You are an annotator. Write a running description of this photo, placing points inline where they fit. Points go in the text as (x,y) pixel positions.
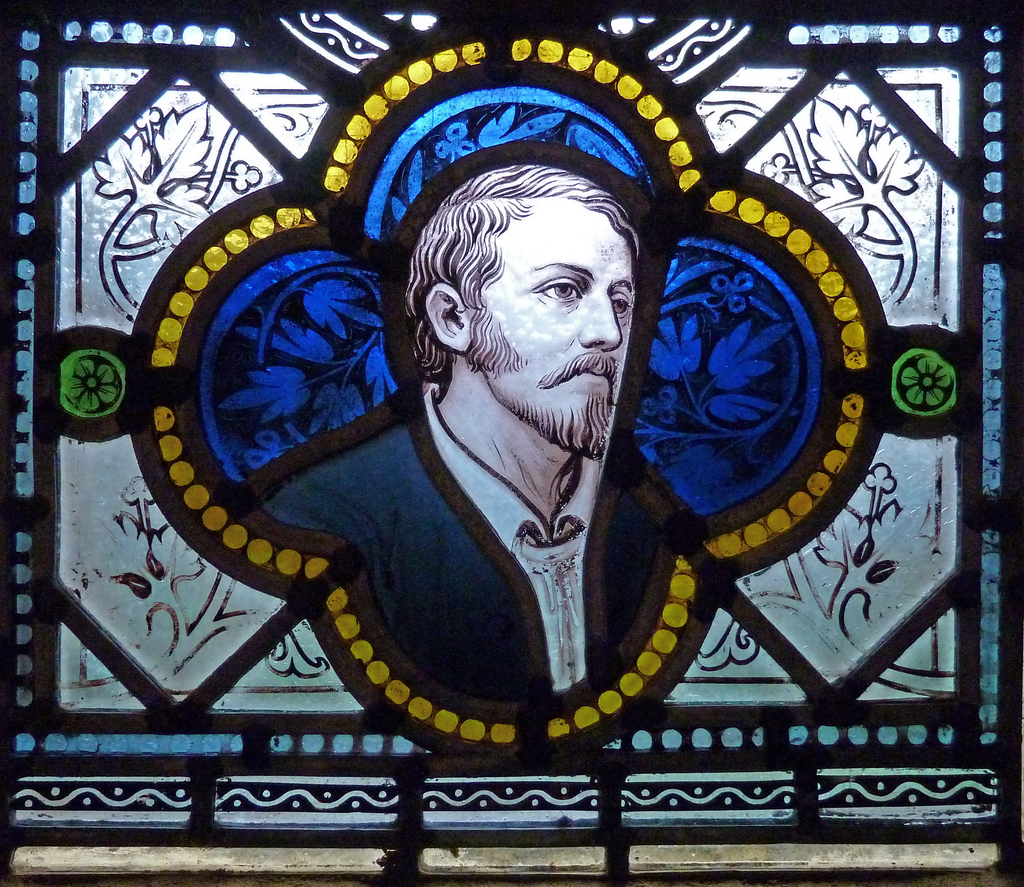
In this picture I can see a person (366,542) in a frame (176,506).
